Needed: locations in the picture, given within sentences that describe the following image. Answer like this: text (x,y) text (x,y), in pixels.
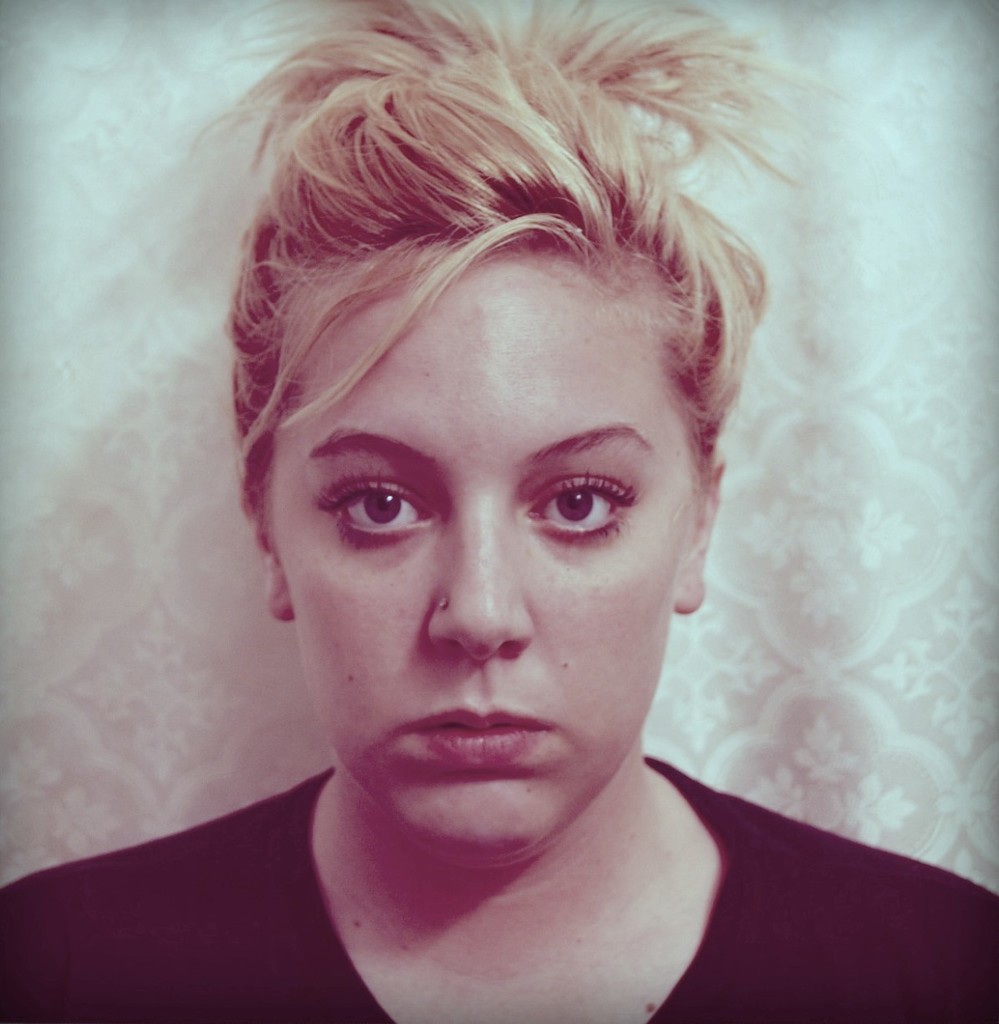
This picture shows a woman (548,129). She wore a black t-shirt (902,1018) and we see a wall (188,398) on the back (32,414).
